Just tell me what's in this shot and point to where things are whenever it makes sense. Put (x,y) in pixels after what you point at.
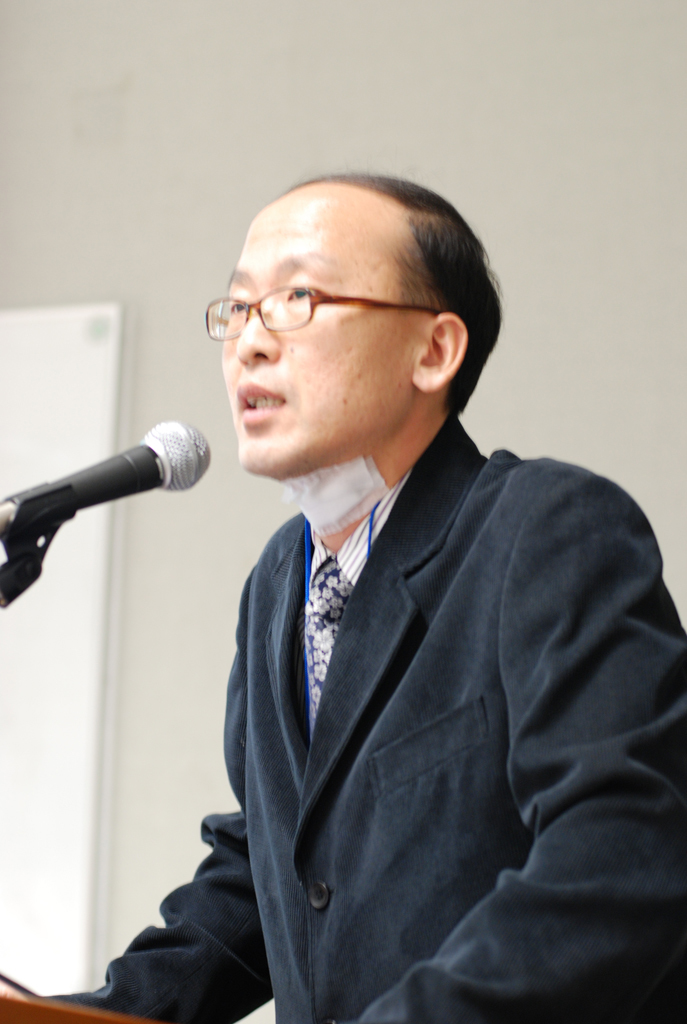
In the picture I can see a person (245,971) wearing black color coat (391,526), tie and spectacles (290,288) is standing here and there is a mic (159,479) in front of him. In the background (152,224), I can see a board (23,399) and the wall (147,284).
